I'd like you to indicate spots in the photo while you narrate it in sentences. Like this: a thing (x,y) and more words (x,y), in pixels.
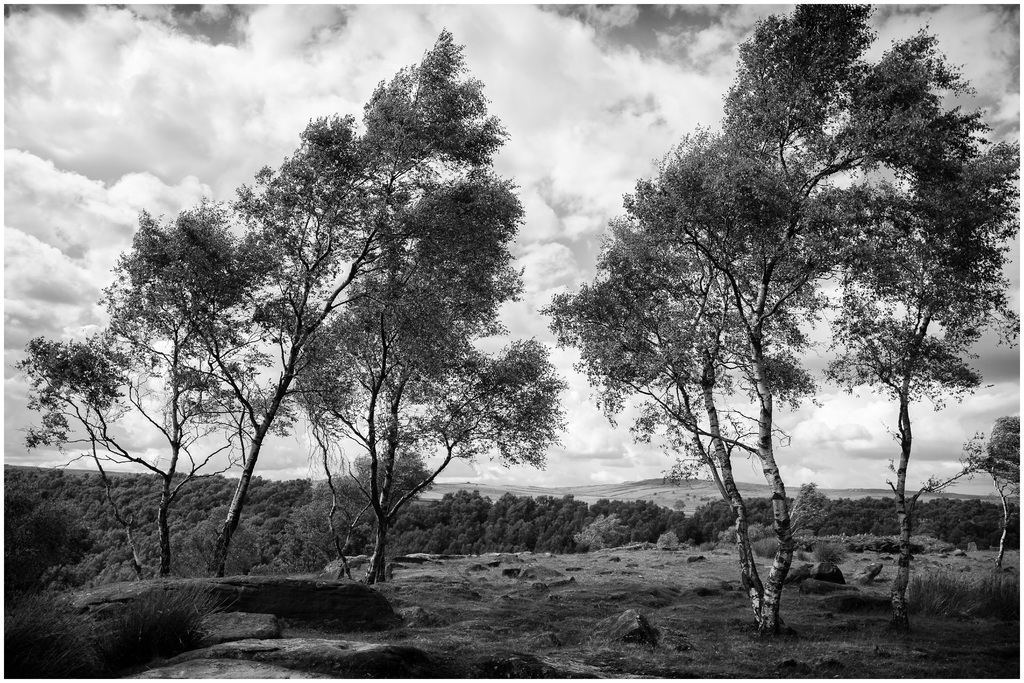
Sky (225,120) is cloudy. Here we can see trees (723,501).
